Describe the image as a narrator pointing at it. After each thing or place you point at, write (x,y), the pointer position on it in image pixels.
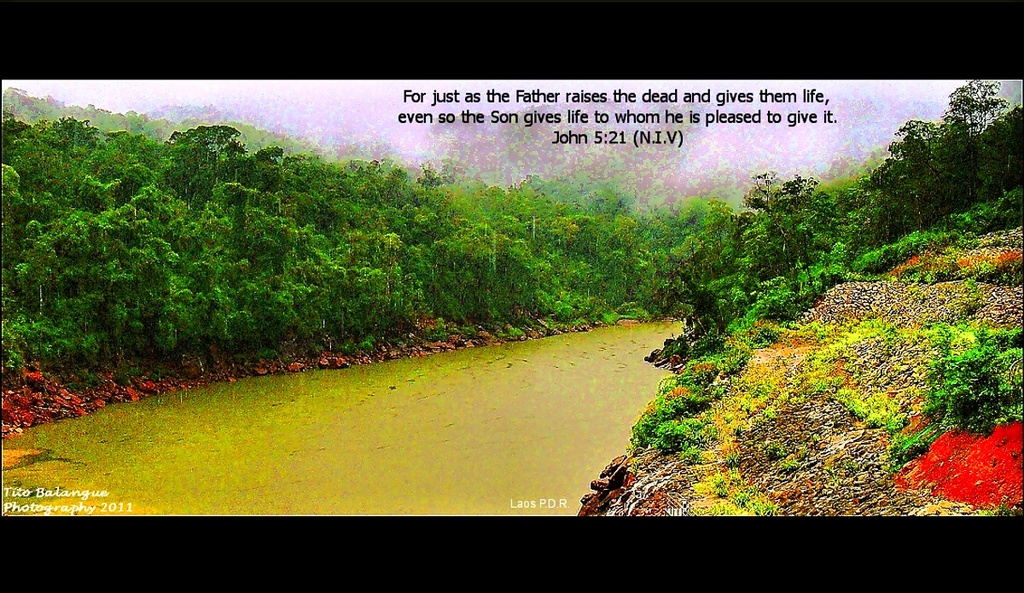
In this image I can see trees (552,220) on both-sides. We can see water (507,452) and small stones (145,386).
